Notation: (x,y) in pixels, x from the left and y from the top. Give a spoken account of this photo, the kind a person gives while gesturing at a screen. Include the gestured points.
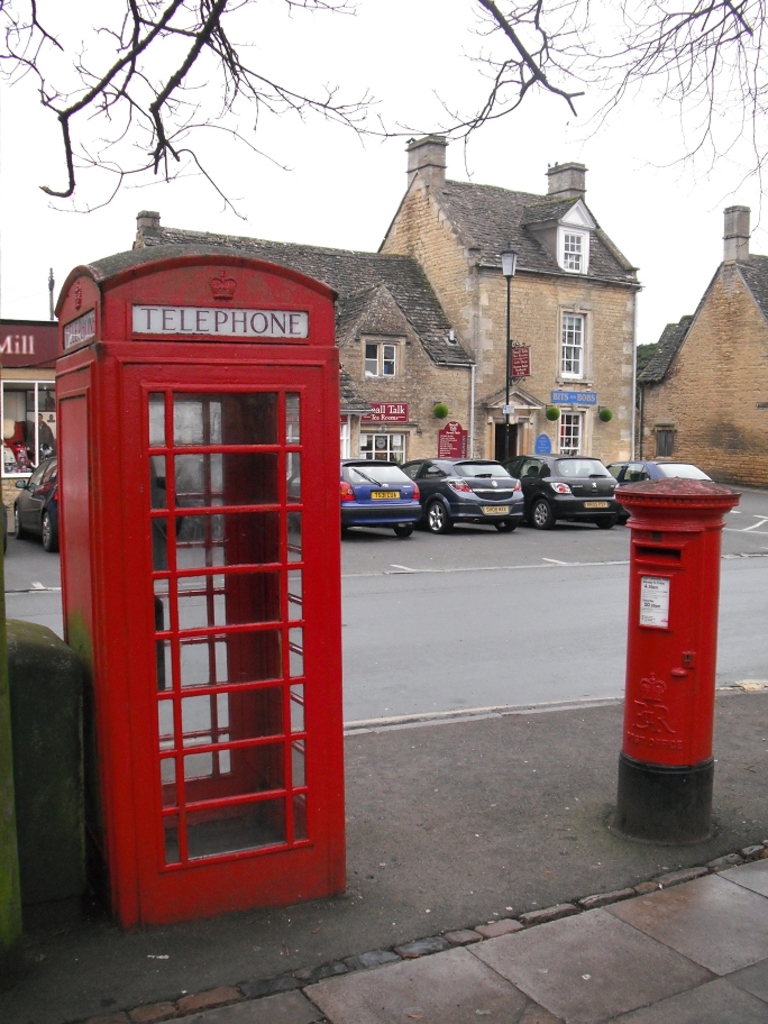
In this picture there is a telephone booth (287,301) near to the wall (60,768). Beside that there is a post box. In the back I can see the cars (50,520) which are parked near to the buildings (513,413). On the right (526,374) there is a street light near to the board (451,441). Behind the cars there is a road (516,625). At the top (245,132) I can see the tree (156,117) and sky (557,142).
